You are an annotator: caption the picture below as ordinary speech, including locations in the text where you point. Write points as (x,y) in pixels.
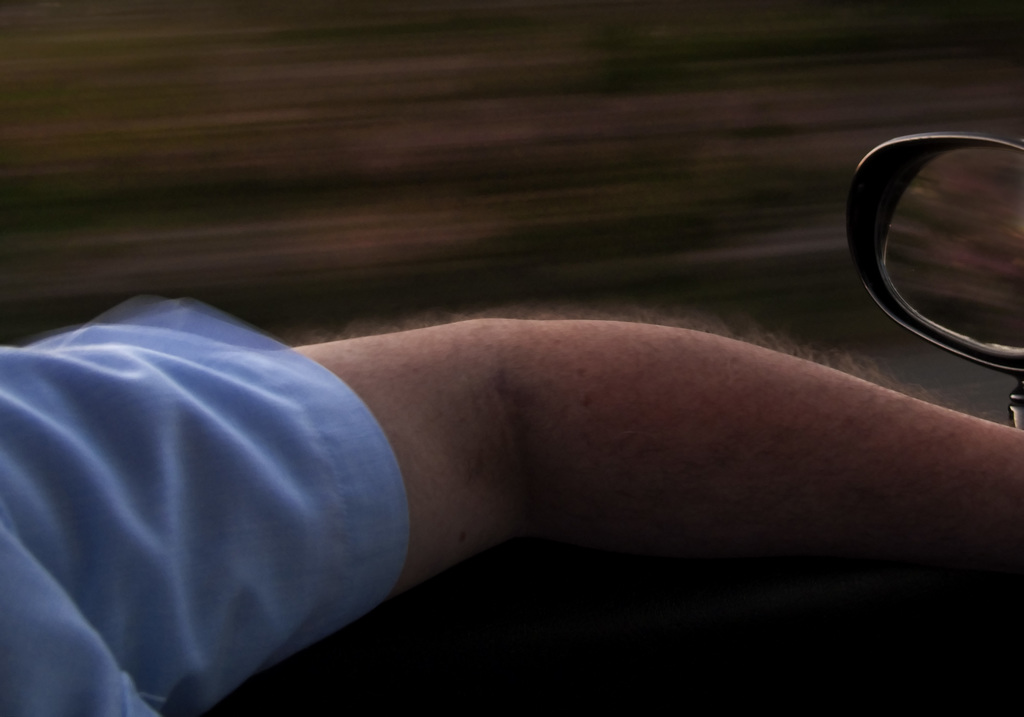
In the foreground of this picture (666,355) we can see the hand (746,446) of a person (424,461). On the right corner (904,186) there is a mirror (929,236). The background of the image (955,404) is blurry.
